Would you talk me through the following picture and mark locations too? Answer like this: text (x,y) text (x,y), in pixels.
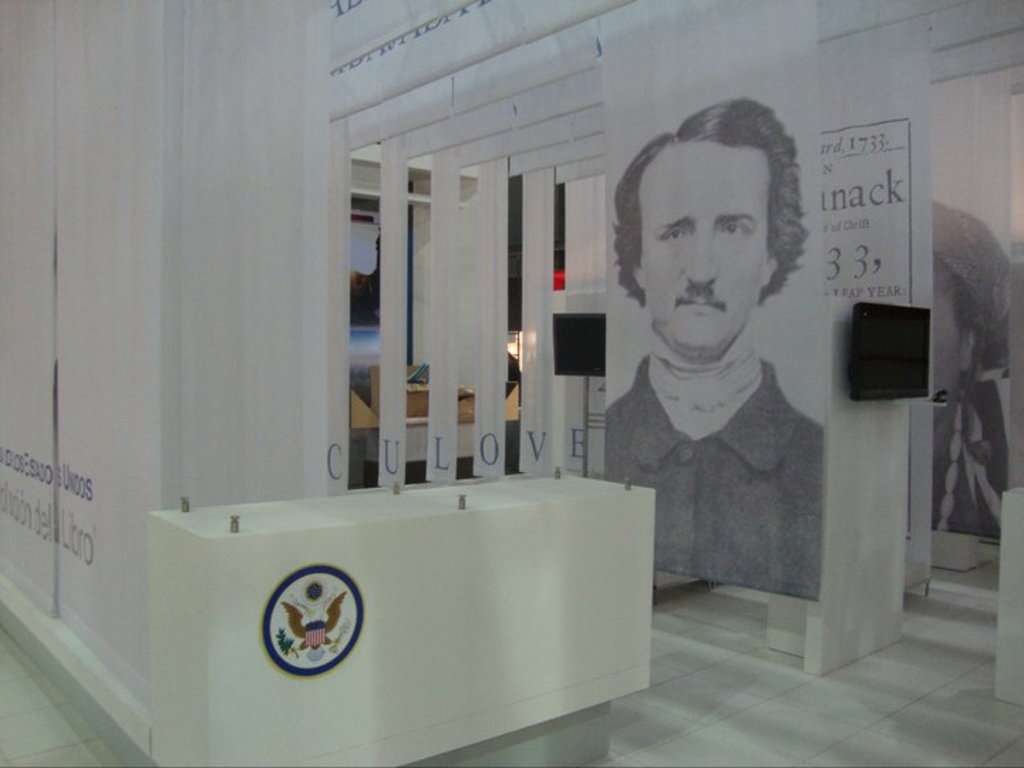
In this image we can see white color table (370,617) with one logo (315,611). Behind posters (702,278) are there. The floor (722,713) is in white color.
